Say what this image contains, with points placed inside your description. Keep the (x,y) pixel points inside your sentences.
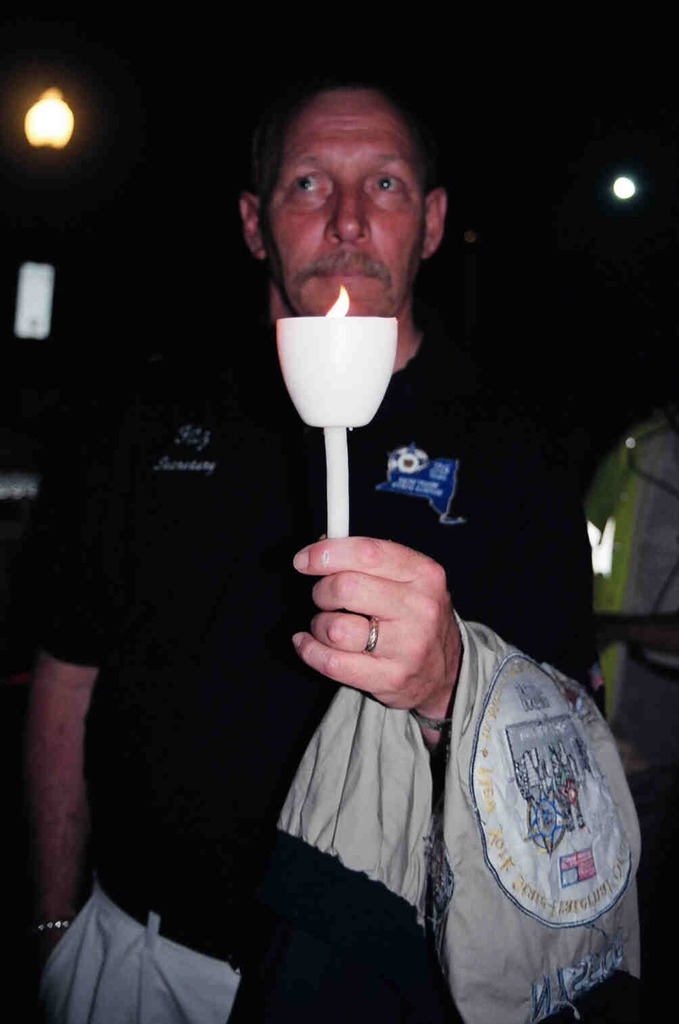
In the foreground (262,434) I can see a person (531,482) is standing and holding a candle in hand (398,628). In the background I can see lights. This image is taken outdoors.
